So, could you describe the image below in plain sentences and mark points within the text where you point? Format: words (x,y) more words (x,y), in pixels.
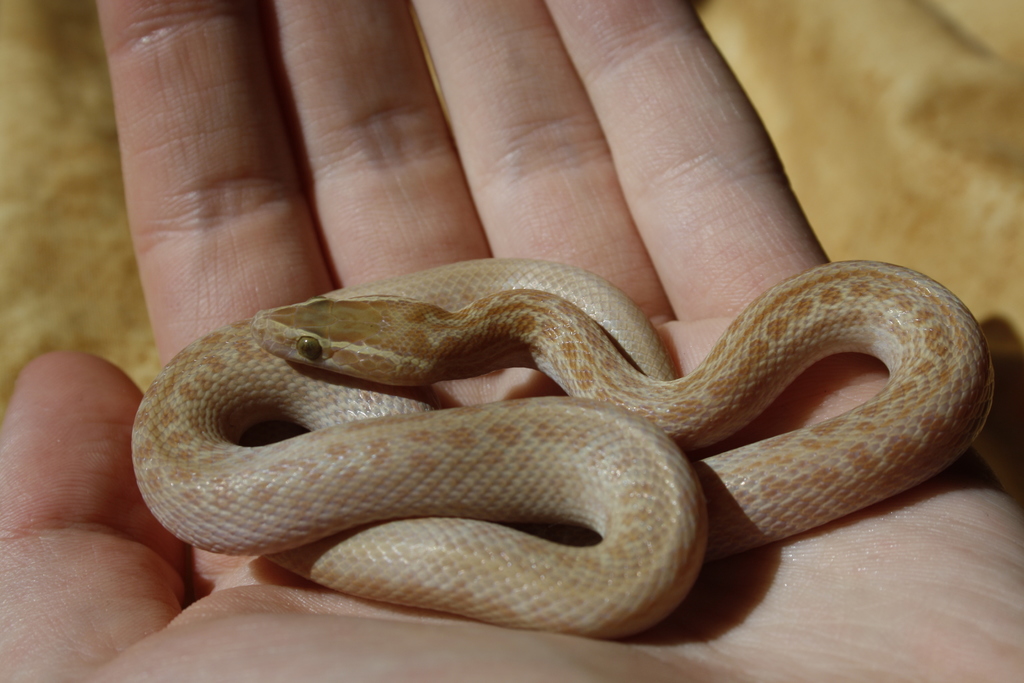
In this image I can see a brown and cream color snake (364,331) on the person (503,218) hand (295,222). Background (899,64) is brown in color.
